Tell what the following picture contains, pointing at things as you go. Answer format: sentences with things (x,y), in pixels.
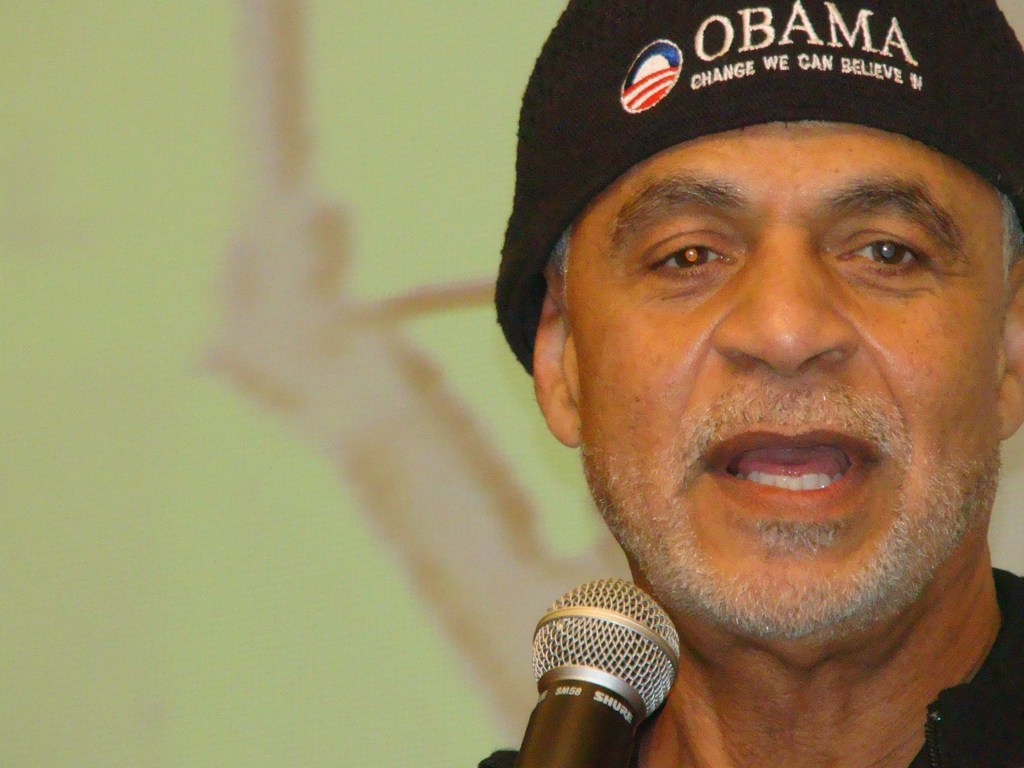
In this picture in the front (781,531) there is a man (831,535) speaking and in front of the man (780,473) there is a mic (610,655) and the background (453,292) is blurry.
